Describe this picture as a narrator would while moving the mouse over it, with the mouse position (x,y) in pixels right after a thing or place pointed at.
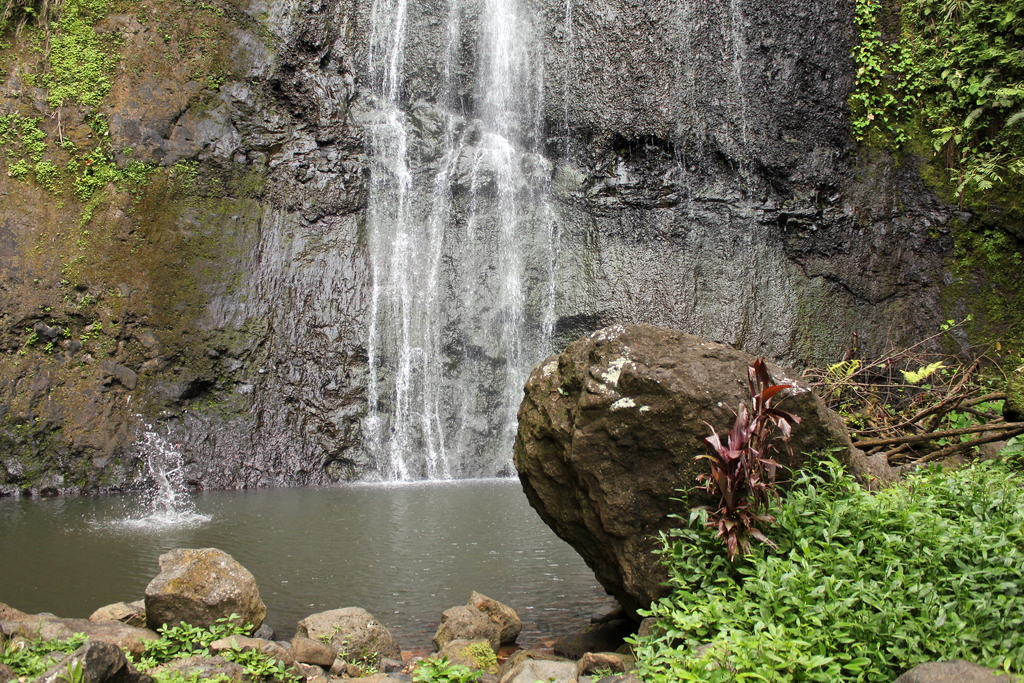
In this image we can see a waterfall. In the center of the image (375,288) there is water (418,541). At the bottom of the image (745,638) there are plants (433,668), stones (210,675).
